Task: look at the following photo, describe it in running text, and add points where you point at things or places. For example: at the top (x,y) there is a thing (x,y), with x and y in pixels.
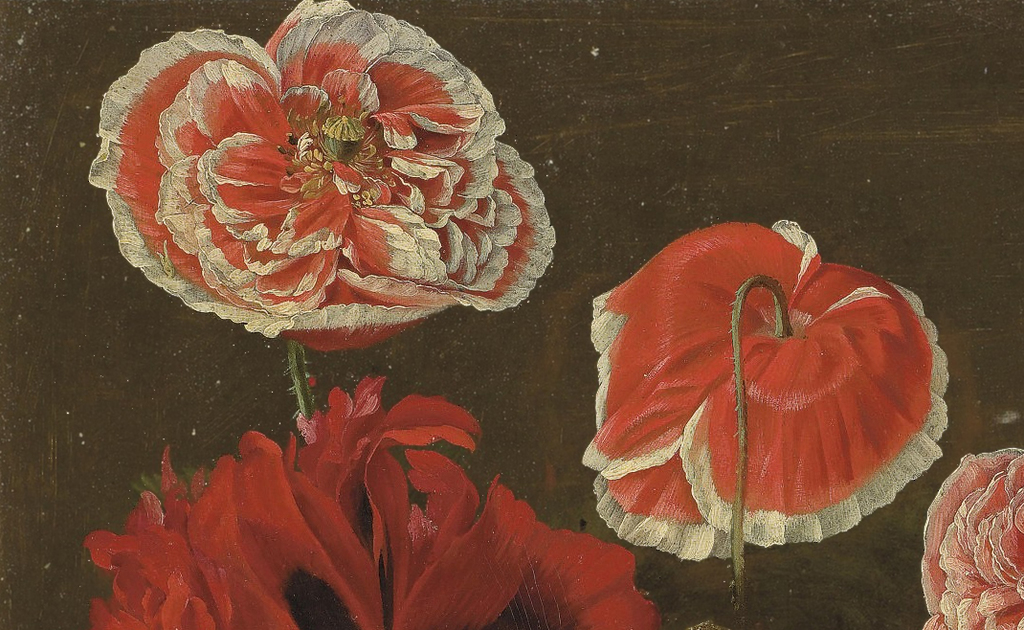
This picture looks like a painting, I can see flowers (389,263) and I can see dark background (686,578).
